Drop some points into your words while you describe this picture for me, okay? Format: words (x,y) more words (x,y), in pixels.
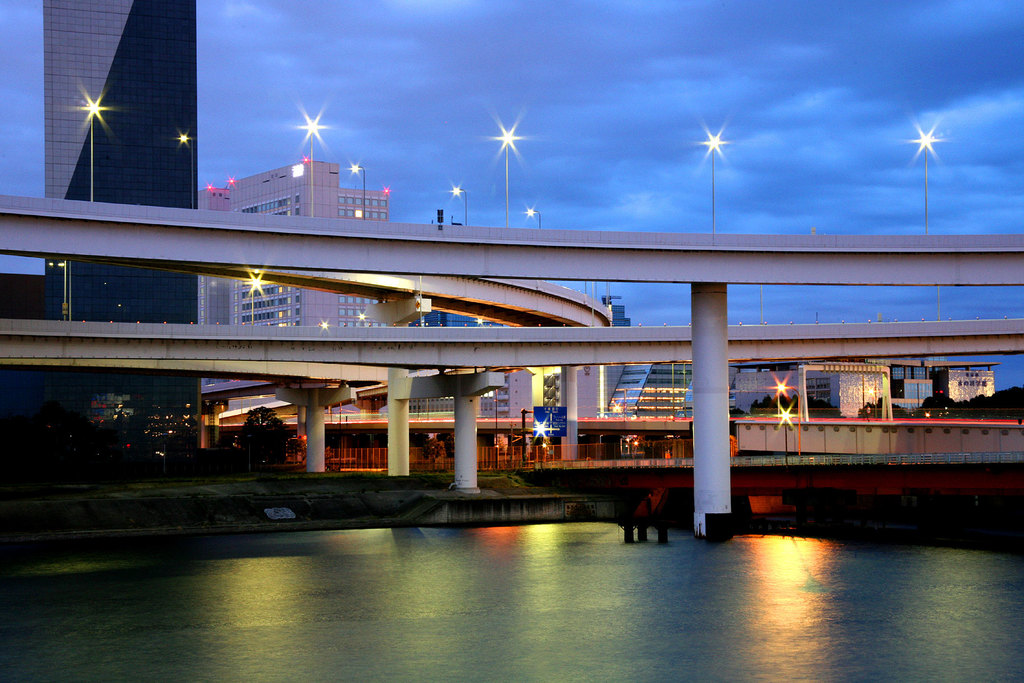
In the foreground of the picture (497,568) there is a water body (520,541). In the center of the picture (557,326) there are bridges (408,460), lights (620,407), trees (38,436) and other objects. In the background (232,203) there are building (116,157), trees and street lights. Sky (340,104) is cloudy.
